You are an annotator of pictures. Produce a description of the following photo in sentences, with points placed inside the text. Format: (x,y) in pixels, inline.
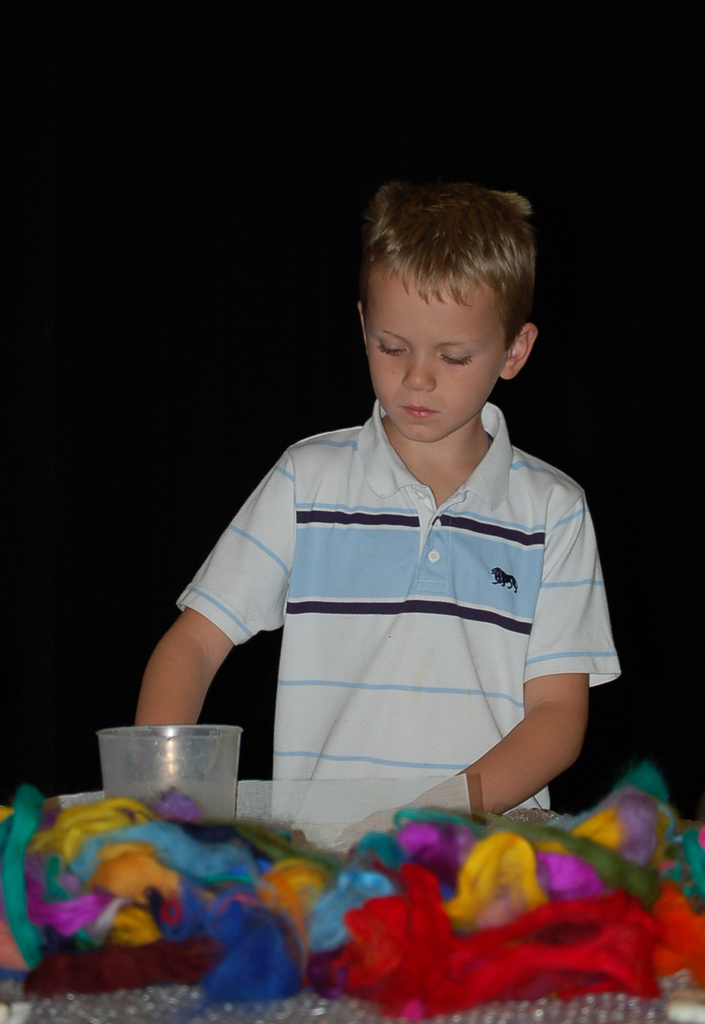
In this image, we can see a boy (357,607). At the bottom of the image (540,982), we can see colorful objects (219,935) and glass (185,792). In the background (692,14), we can see dark.
